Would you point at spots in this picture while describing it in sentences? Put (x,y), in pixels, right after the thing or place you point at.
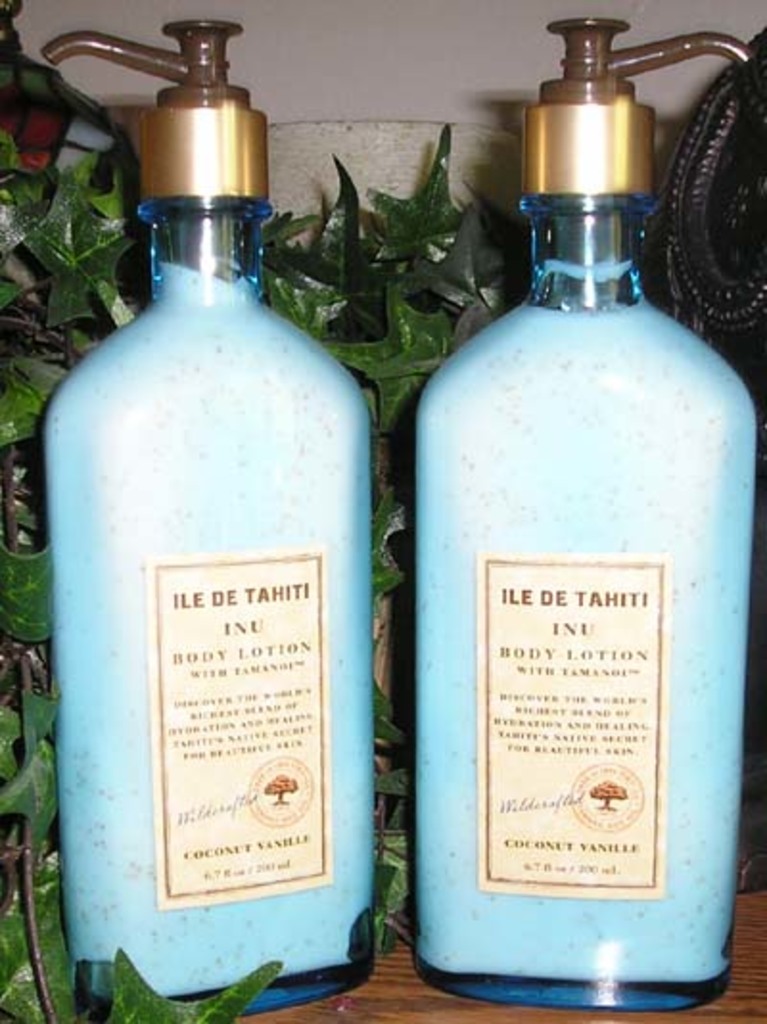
In this image I can see two blue color bottles (337,583). Here I can see a plant (358,259) and other objects (690,242). I can also see something written on bottles (135,479).
